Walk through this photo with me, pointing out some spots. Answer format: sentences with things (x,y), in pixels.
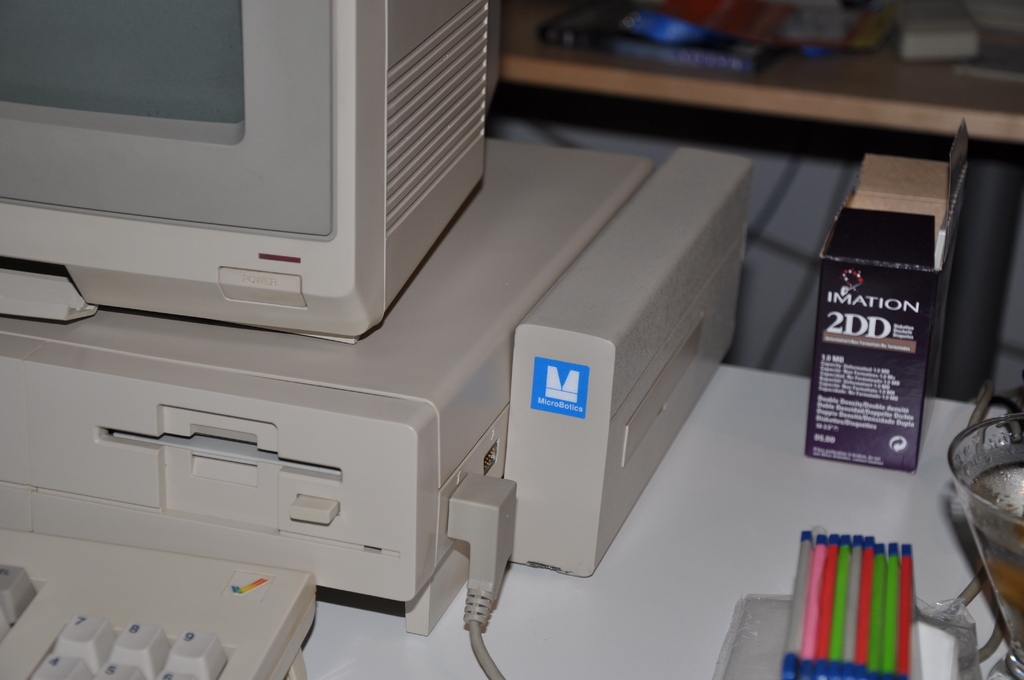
Here there is monitor (247,182), keyboard (170,614), box (860,372) is present.
